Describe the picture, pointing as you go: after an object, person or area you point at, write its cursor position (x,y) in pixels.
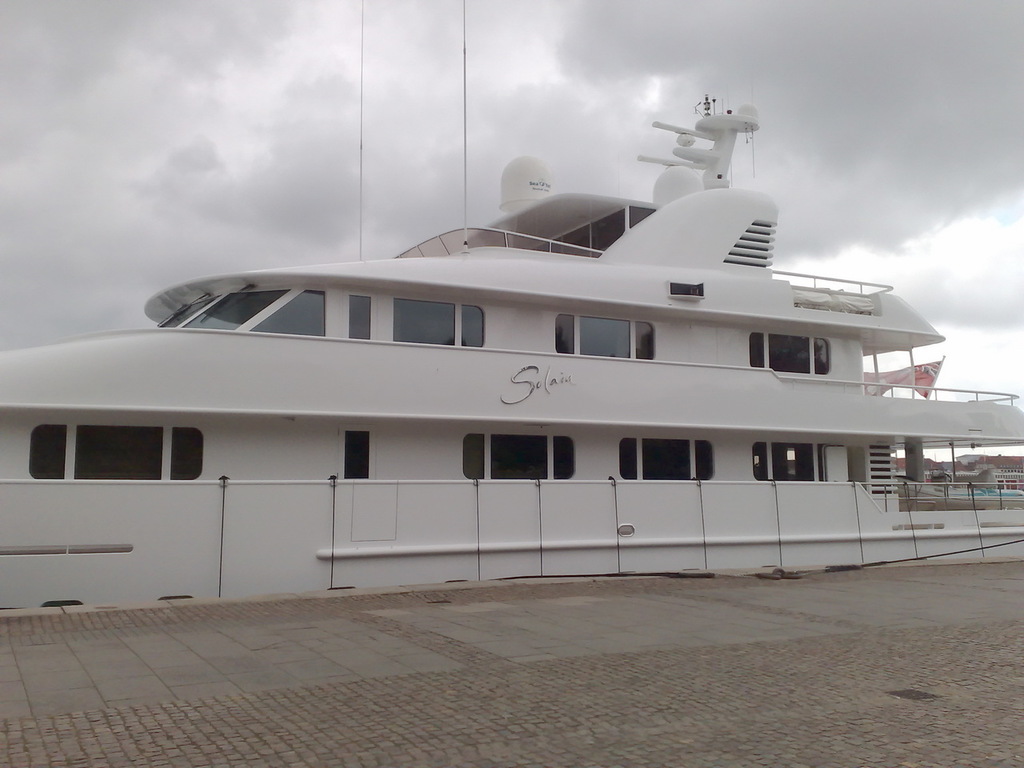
In this image, we can see the ship (486,480). At the bottom (1021,695), there is a path (964,686). Background (8,145) we can see the cloudy sky (470,136). On the right side of the image (961,472), we can see houses (989,461) and flag (927,380).
